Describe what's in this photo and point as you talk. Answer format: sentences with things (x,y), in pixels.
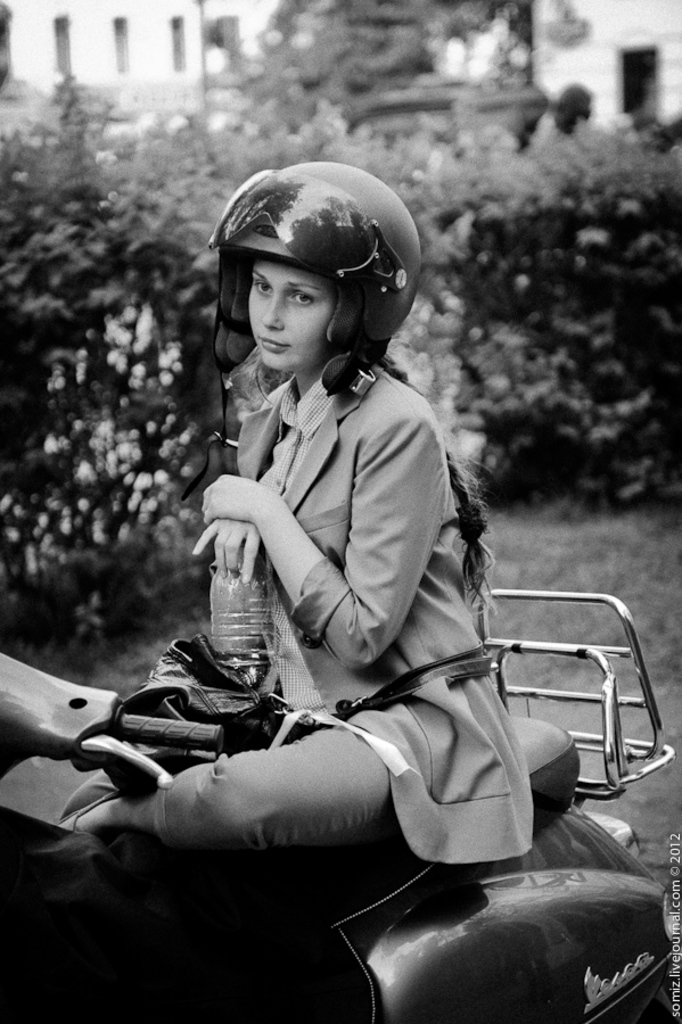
In this picture we can see a woman (333,417) sitting on the motorcycle (254,881), and holding a bottle (236,580) in her hands (229,562), and at back (108,159) here are the trees (566,188).
